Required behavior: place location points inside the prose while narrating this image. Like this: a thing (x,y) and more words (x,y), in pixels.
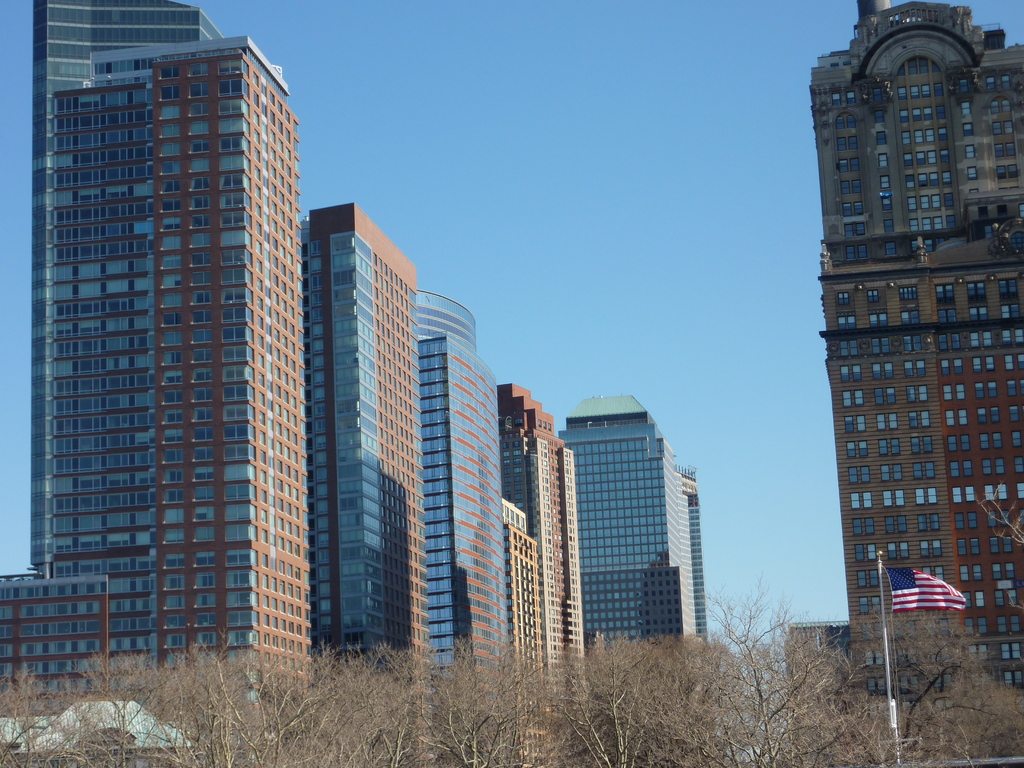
In this image we can see trees (445,741), flag (927,580) to the pole (883,590), tower buildings (527,582) and the blue color sky (478,186) in the background (569,239).
